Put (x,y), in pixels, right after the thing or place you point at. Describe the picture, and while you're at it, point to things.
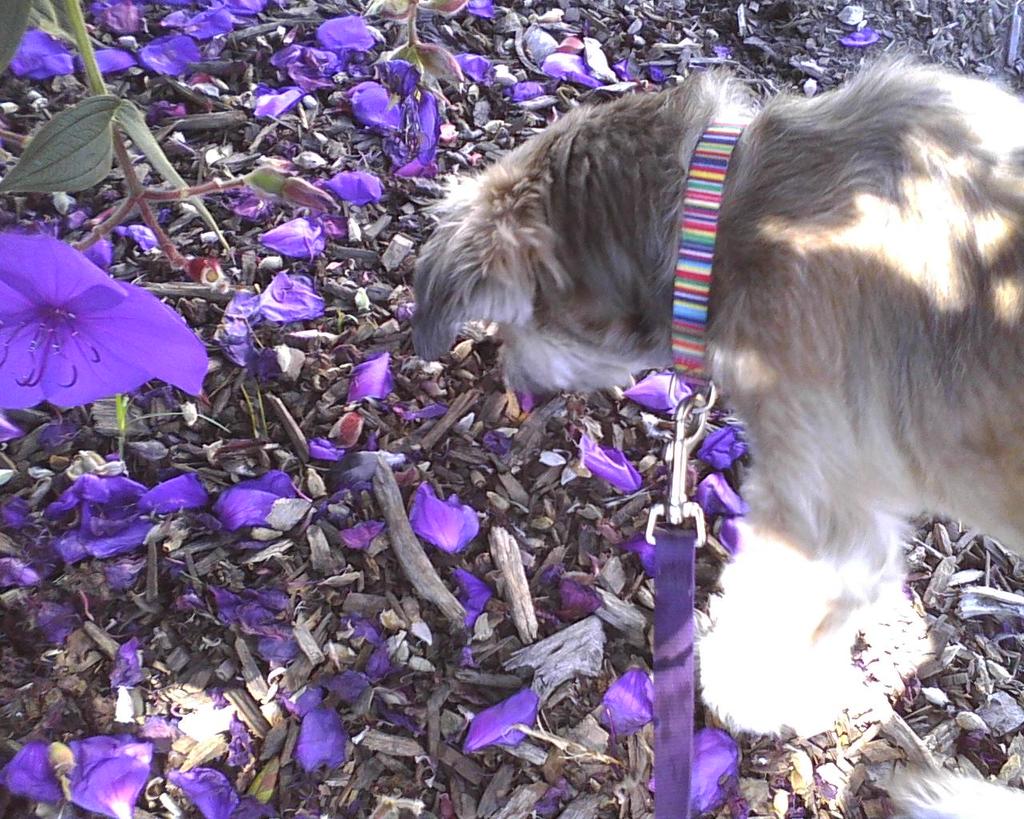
On the right (880,413) there is a dog (730,257). On the left (112,302) there are flowers (354,91). On the ground (378,547) there are flowers (235,610) and other objects (390,601).
